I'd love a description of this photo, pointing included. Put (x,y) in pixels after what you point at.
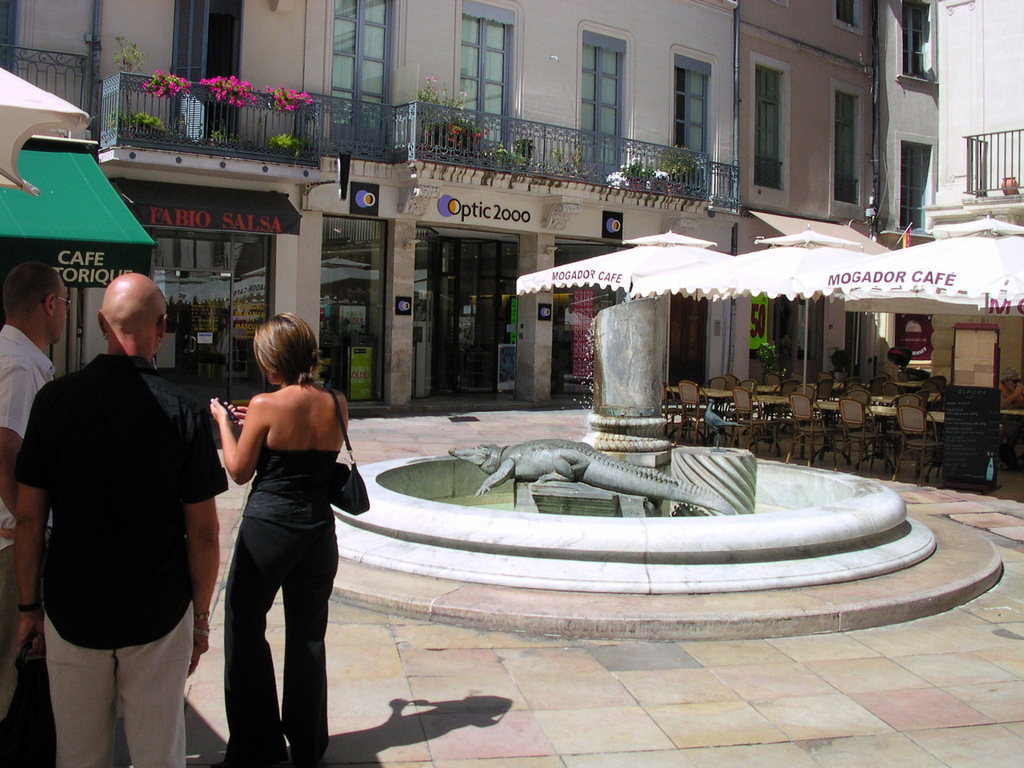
On the left side of the image (302,394) we can see three persons (216,544) are standing and they are holding some objects (362,493). In the background (492,152), we can see buildings (329,232), doors (699,114), plants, flowers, fences (337,115), tents (44,185), banners (192,226), chairs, poles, one statue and a few other objects (667,440).
